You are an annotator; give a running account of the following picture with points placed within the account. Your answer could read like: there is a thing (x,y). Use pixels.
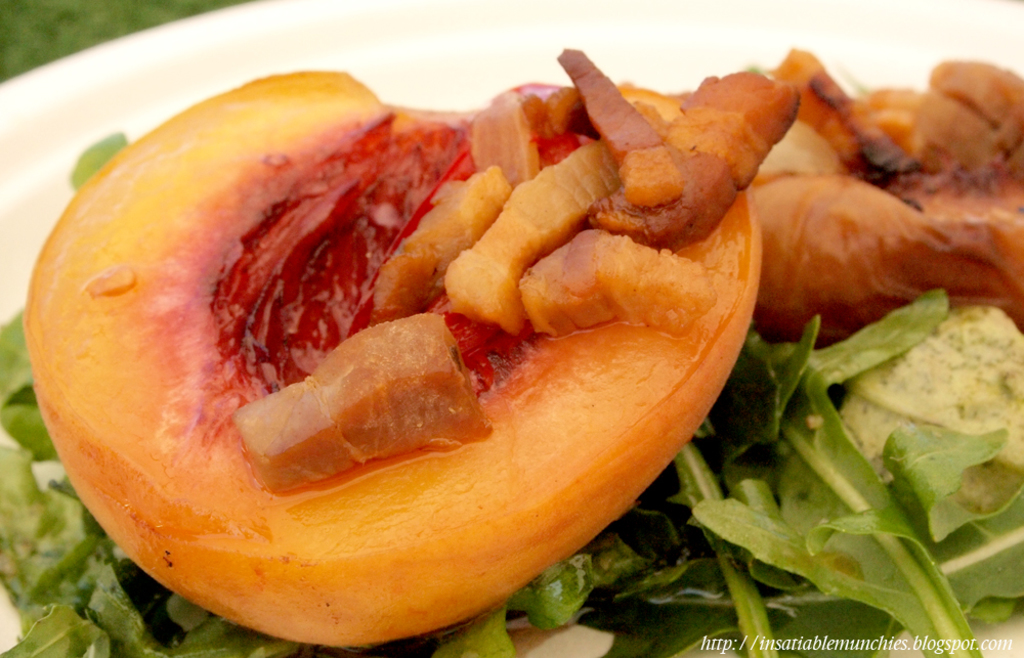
In this image, we can see food (543,270) on the plate (743,45) and at the bottom (810,642), there is some text (882,639).
